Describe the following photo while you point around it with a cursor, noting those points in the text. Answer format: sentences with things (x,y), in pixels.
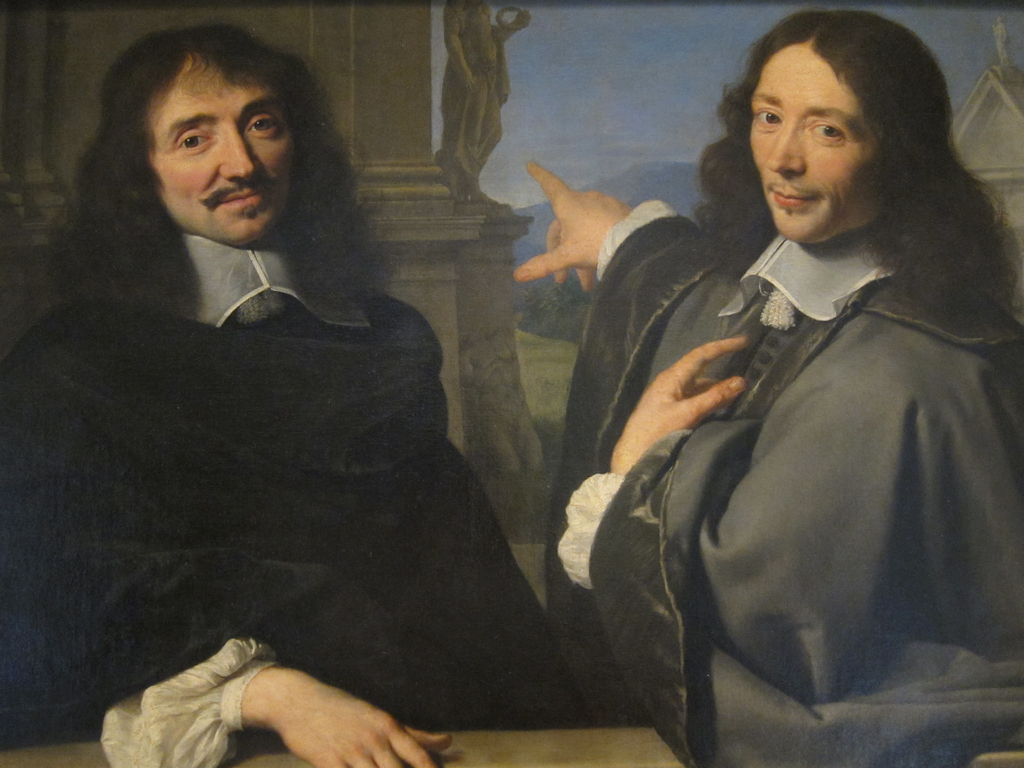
This image is having the painting (213,470) of two persons (647,592). Behind them there is a wall (441,216) having a statue (443,106). Beside there are few plants (566,299) and hill (547,217). Right side (982,140) there is a building (974,158).
